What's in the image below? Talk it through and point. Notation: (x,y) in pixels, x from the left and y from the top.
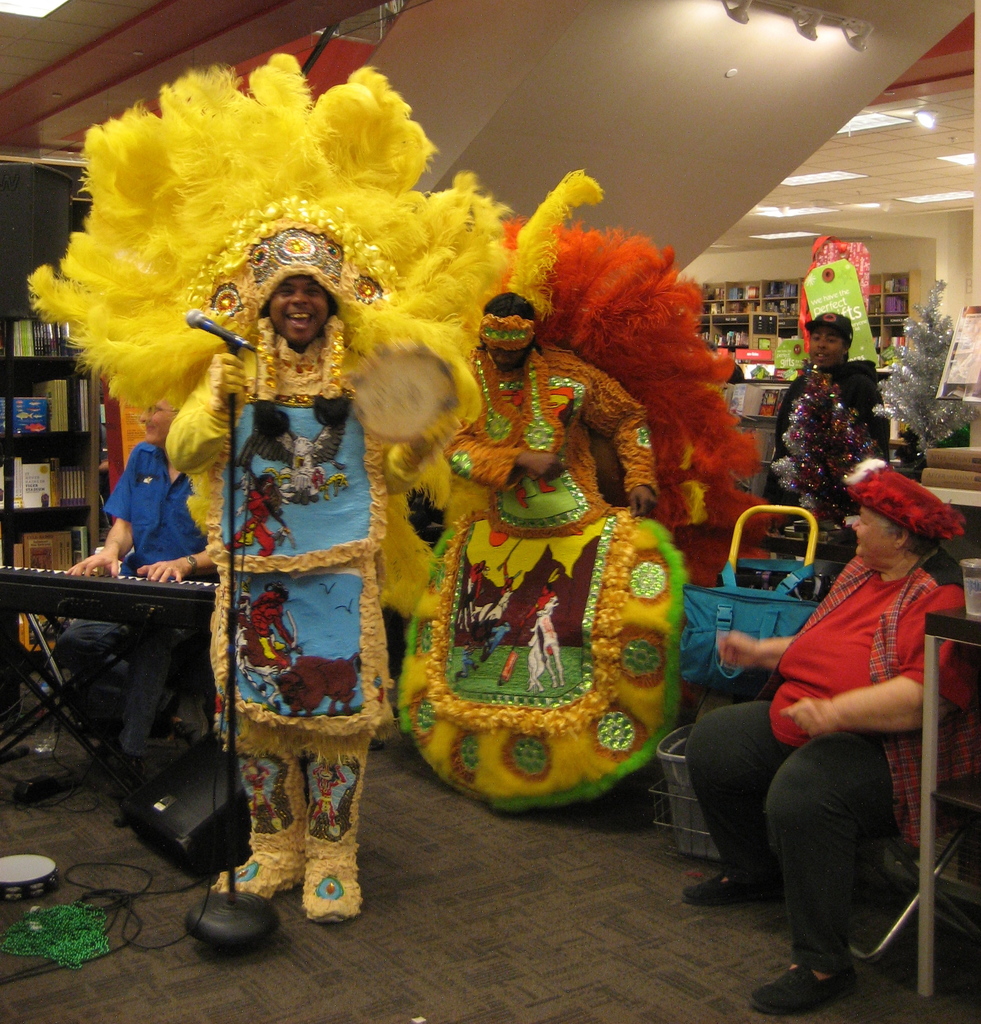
In this picture we can see a mic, bag (777,604), basket (693,822), wire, chairs (901,851), lights (883,121), books (37,552) and some objects (741,360) and a group of people (596,390) where a person (174,485) playing a keyboard (134,575) and two people (301,448) wore costumes (534,587) and standing on the floor (575,923).
